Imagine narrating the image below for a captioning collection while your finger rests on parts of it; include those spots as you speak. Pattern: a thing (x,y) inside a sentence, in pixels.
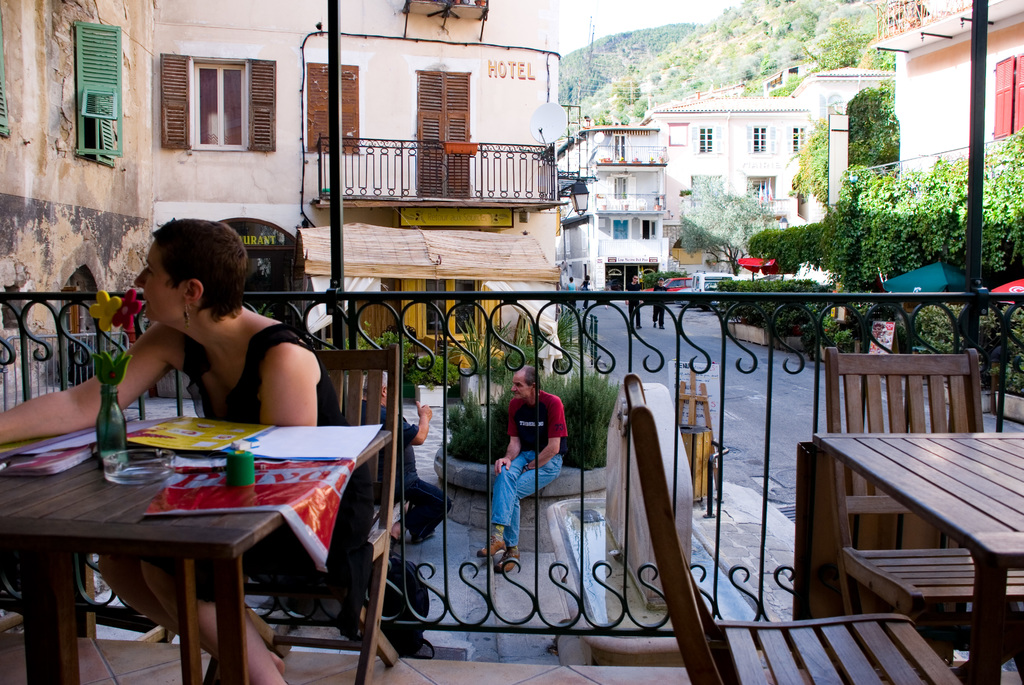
This picture describes about a woman (152,366) seated on the chair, in front of her we can see a bottle (119,419) and papers (278,446) on the table (142,514), in the background (532,406) we can see two people (429,406) are seated and talking to each other, and also we can see couple of buildings (459,126), cars (716,289) and trees (644,86).
